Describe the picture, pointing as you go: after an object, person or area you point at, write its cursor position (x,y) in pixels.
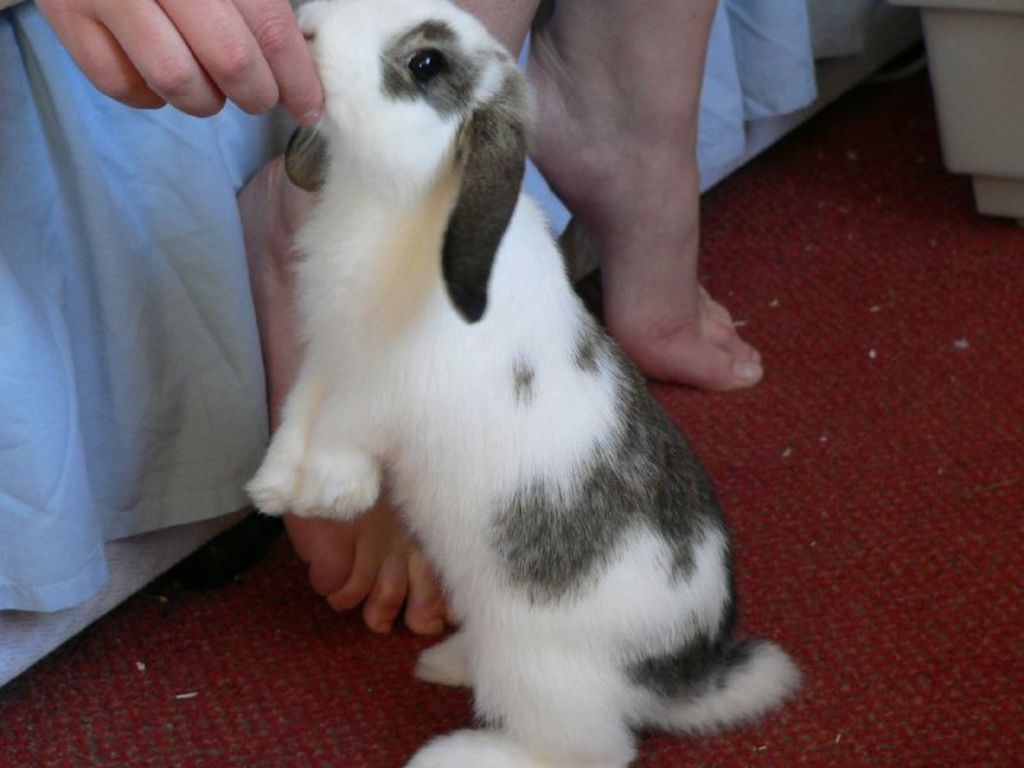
In this image we can see a person (293,108) touching a rabbit (502,193) with his hand (285,80).
